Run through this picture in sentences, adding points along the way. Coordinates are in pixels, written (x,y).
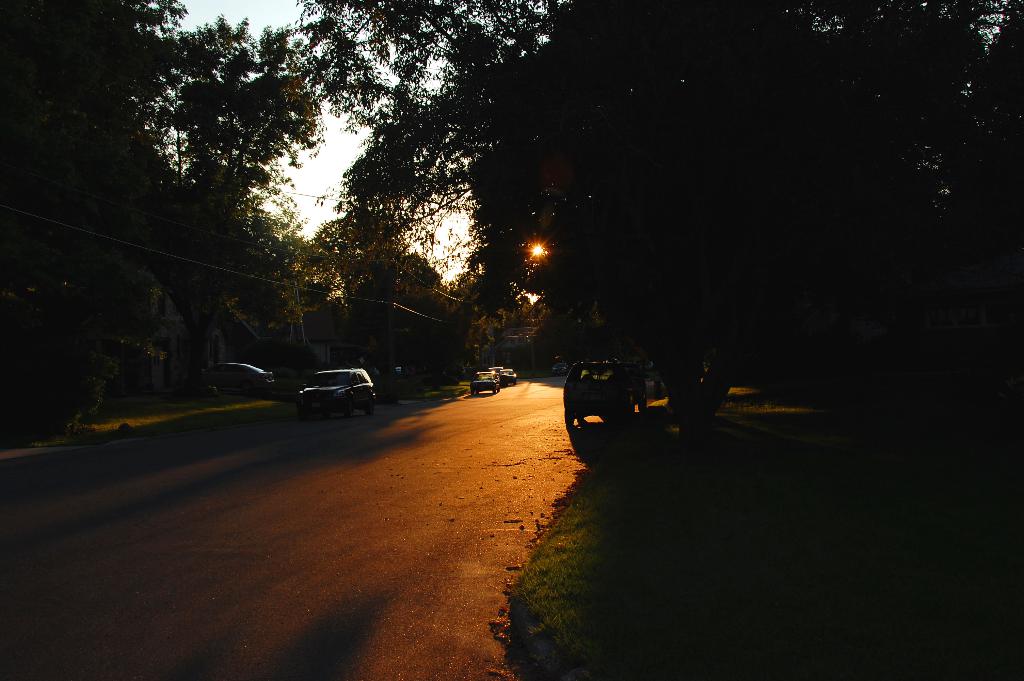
In this image we can see road (422,473). On the right side of the image (731,432) we can see car (609,379), trees (736,366) and grass (753,532). On the left side of the image (253,348) we can see buildings (234,334), cars (315,381), trees (77,369) and grass (202,408). In the background (269,22) there is sky (461,214) and sun (538,247).
